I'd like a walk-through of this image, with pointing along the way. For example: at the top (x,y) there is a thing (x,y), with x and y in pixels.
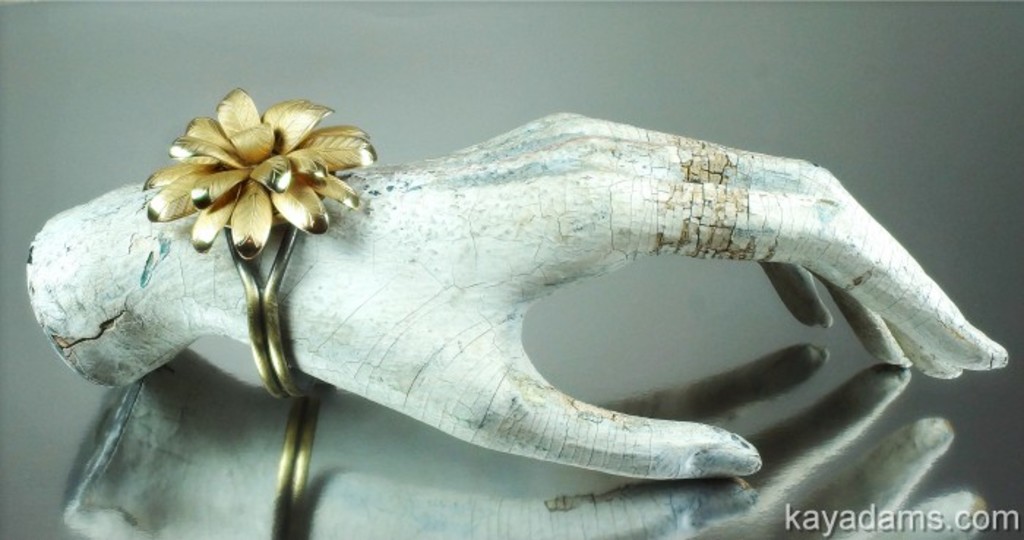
In this picture we can see a molded hand (508,263) in the front (376,235), there is a metal made flower (253,179) on the left side (286,160), at the bottom (594,503) we can see reflection (547,505) of hand (560,445), at the right bottom (789,516) there is some text (818,514).
